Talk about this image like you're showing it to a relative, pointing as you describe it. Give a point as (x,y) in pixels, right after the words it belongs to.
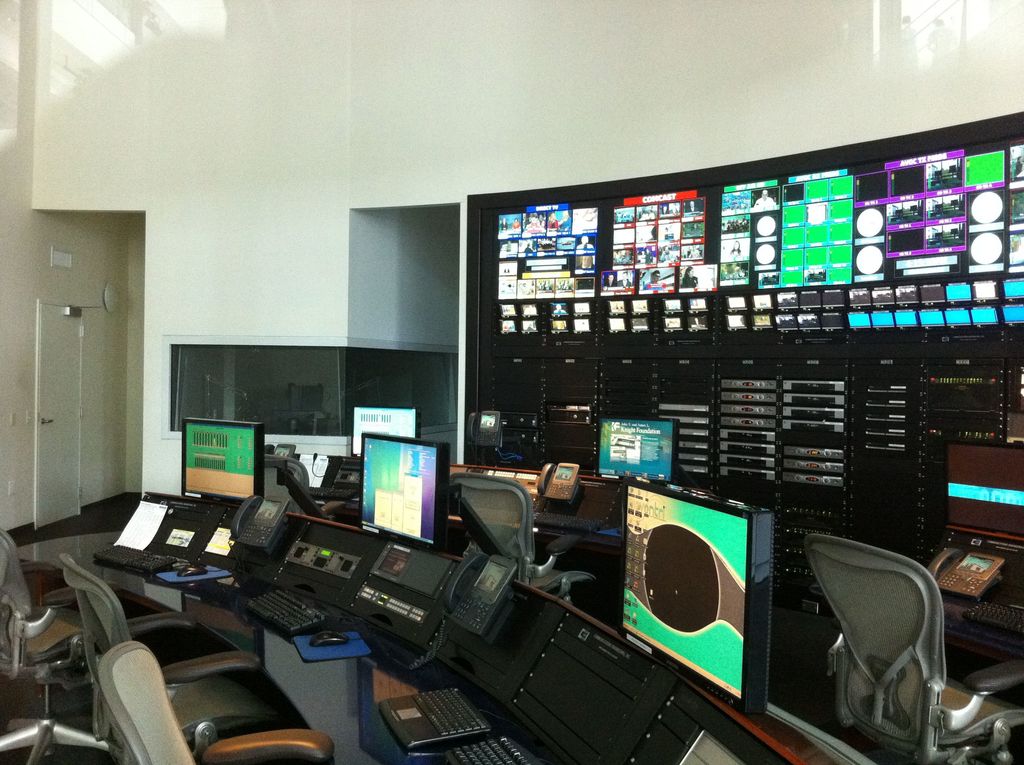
In this image we can see chairs (119,764), keyboards (531,764), telephones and monitors (652,437) are placed on the table (822,746). Here we can see the screen (887,275), doors (67,430) and the wall (758,44) in the background (735,157).
